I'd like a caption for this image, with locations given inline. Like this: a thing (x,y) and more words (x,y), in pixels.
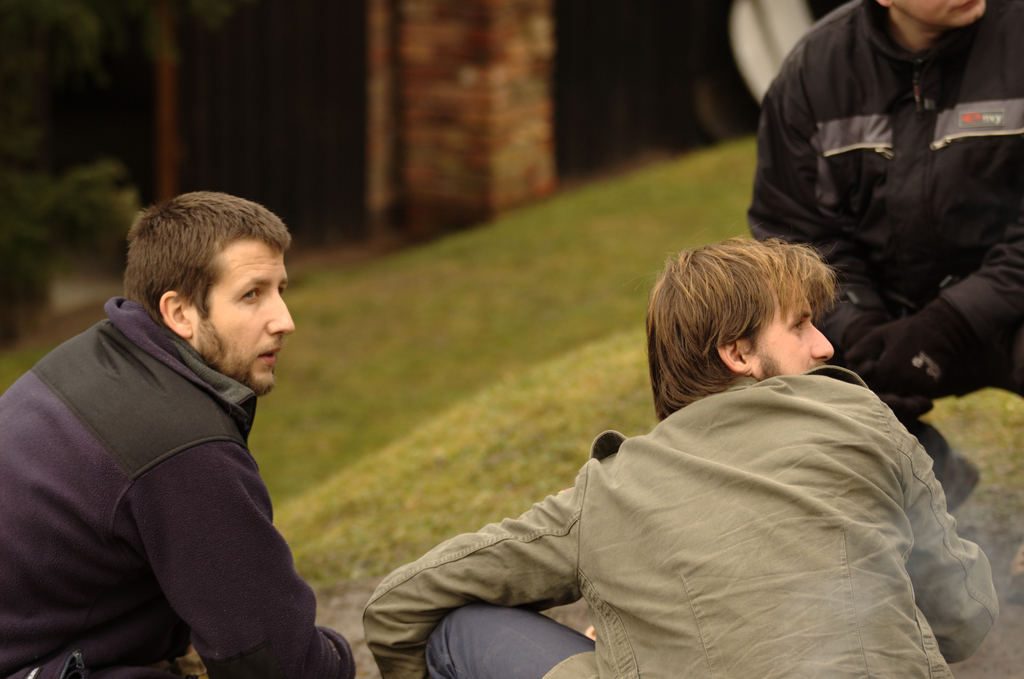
In this image, we can see people (819,443) bending and in the background (471,109), there are trees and there is a pillar (478,171) and at the bottom (420,522), there is ground (409,355).
